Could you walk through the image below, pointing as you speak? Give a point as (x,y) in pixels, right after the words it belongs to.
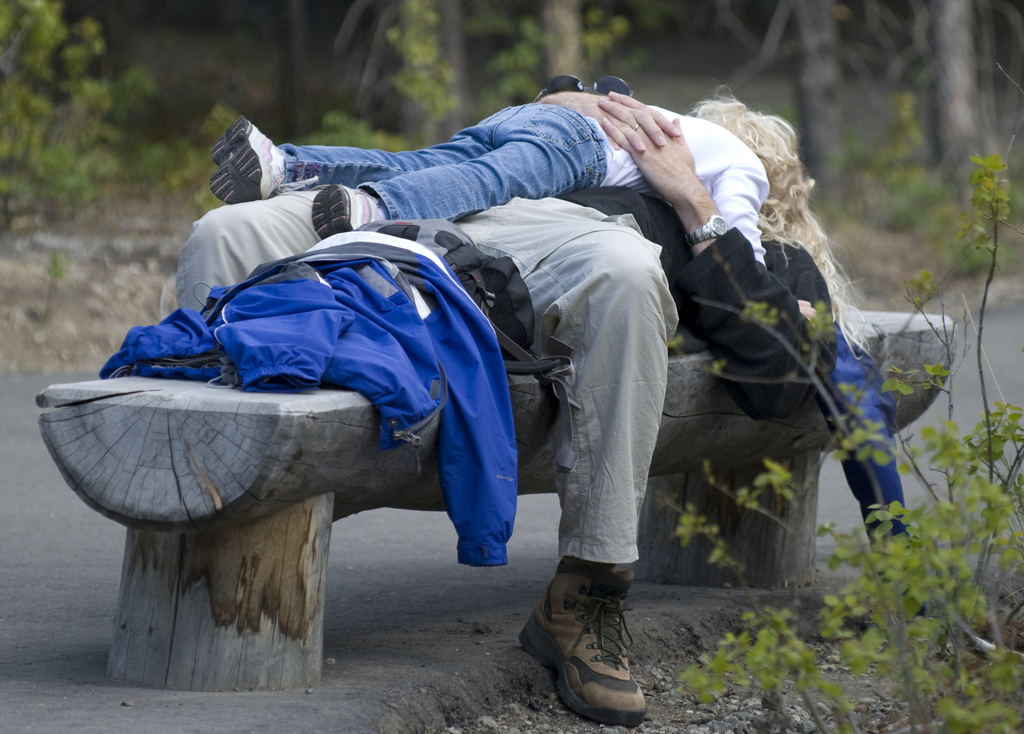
In this picture there is a person (715,322) lying on the bench (136,475) and there is a kid (492,182) lying on the person (677,272) and there is a jacket (277,387) on the bench (259,487). At the back (20,116) there are trees (24,196). At the bottom (71,693) there is a road (426,609) and there is mud (821,661).
